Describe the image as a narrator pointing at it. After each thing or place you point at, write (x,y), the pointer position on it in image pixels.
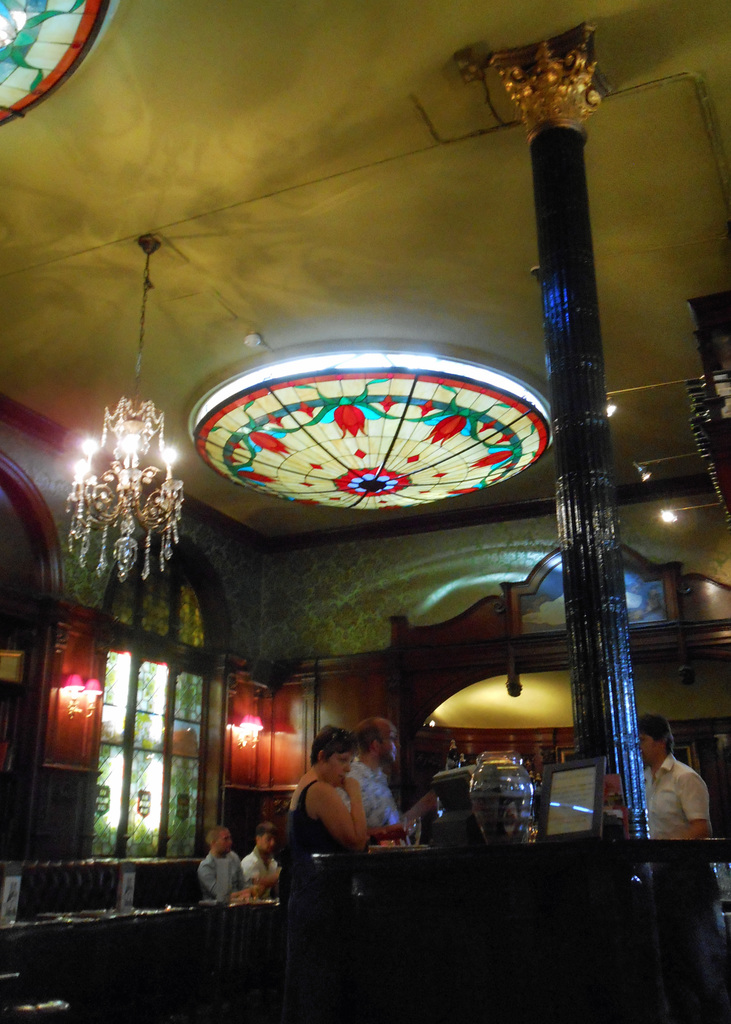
This picture describes about inside view of a room (465,829), in this we can find few lights (76,472) and few people (680,805), in the background (153,695) we can see stained glass (178,702), on the right side of the image (550,807) we can see a monitor (545,824) and other things (505,787) on the countertop (505,870).
